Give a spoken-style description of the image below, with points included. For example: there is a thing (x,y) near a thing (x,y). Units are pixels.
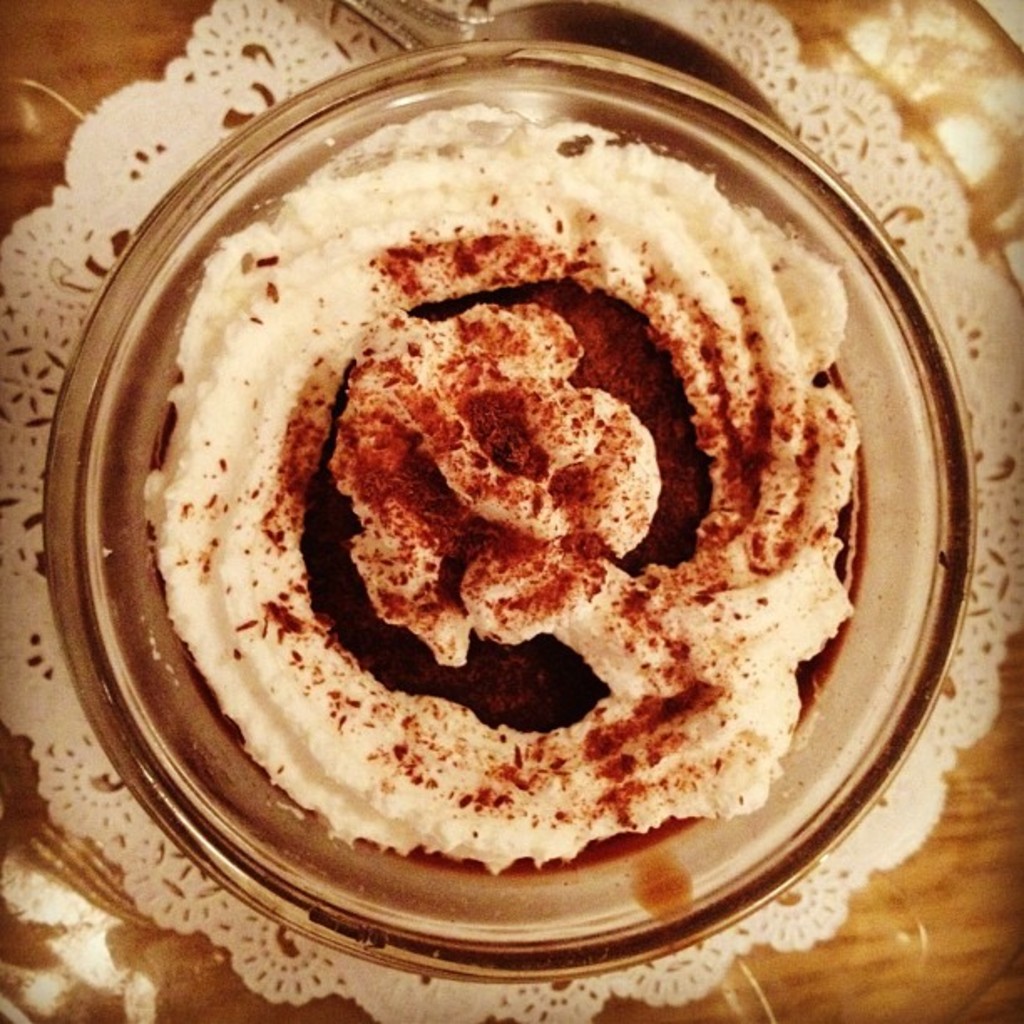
Here we can see a food item (686,759) in a bowl (808,733) on a dining mat (23,388) on the table (206,992).
